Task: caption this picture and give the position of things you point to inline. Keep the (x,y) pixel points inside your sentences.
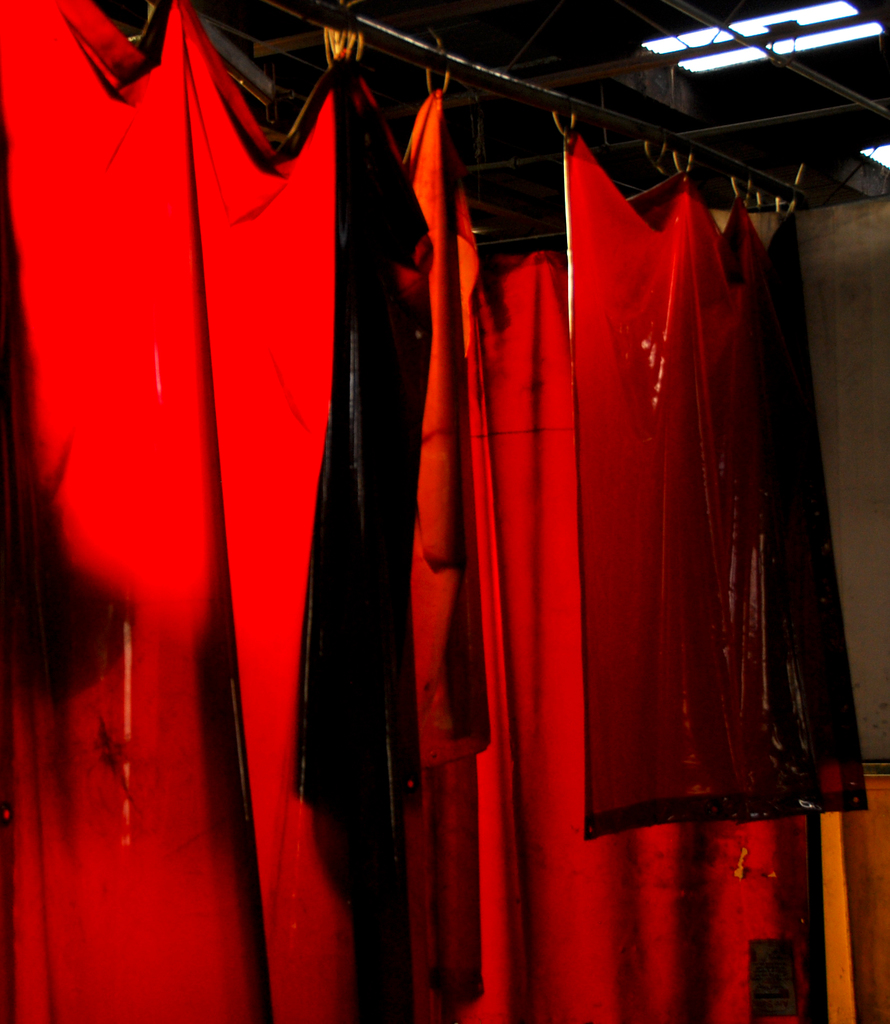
In this image, we can see curtains (525,607). There are lights (760,19) in the top right of the image (820,16).
